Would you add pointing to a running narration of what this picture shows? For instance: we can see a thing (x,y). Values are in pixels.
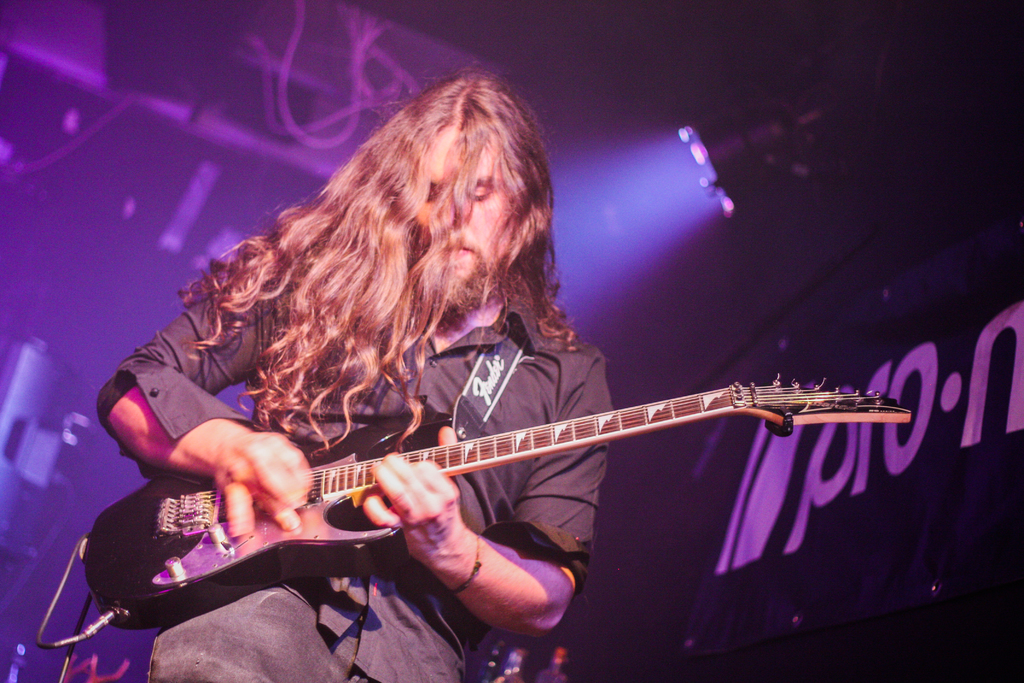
There is a man (414,426) standing, holding a guitar (328,511) and playing. He has a very long hair (389,244). At background (876,455) I can see a letter board (914,433) and this image looks like a stage performance.
